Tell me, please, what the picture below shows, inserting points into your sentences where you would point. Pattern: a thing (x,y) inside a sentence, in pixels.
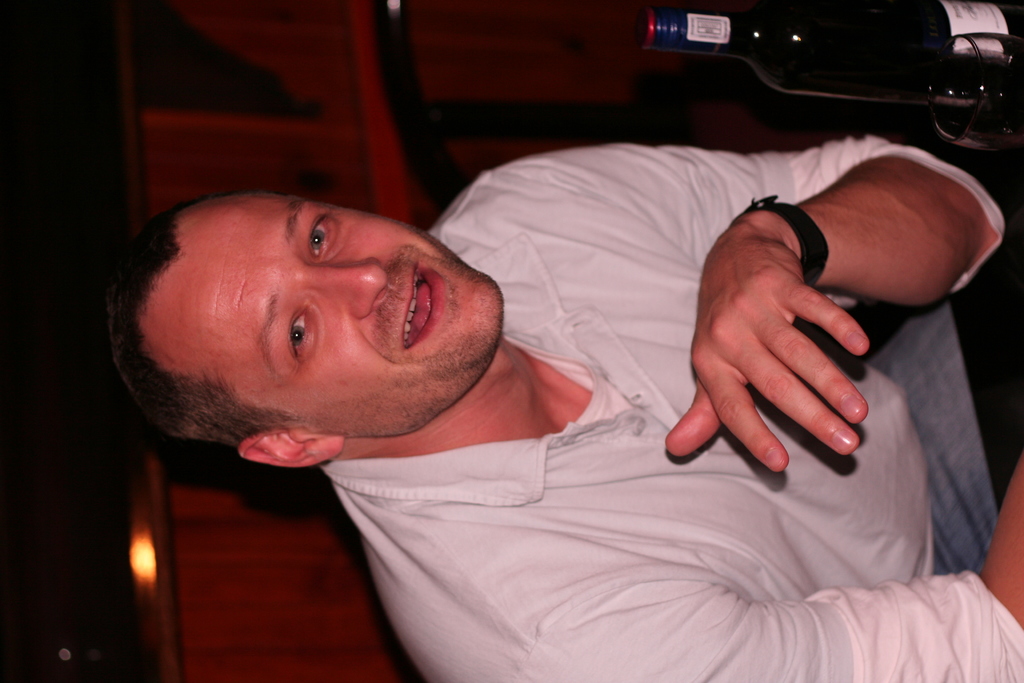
This image consists of a man (430,604) wearing a white T-shirt (553,455). At the top (883,103), we can see a bottle (827,93). In the background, we can see a wooden block (416,185).
